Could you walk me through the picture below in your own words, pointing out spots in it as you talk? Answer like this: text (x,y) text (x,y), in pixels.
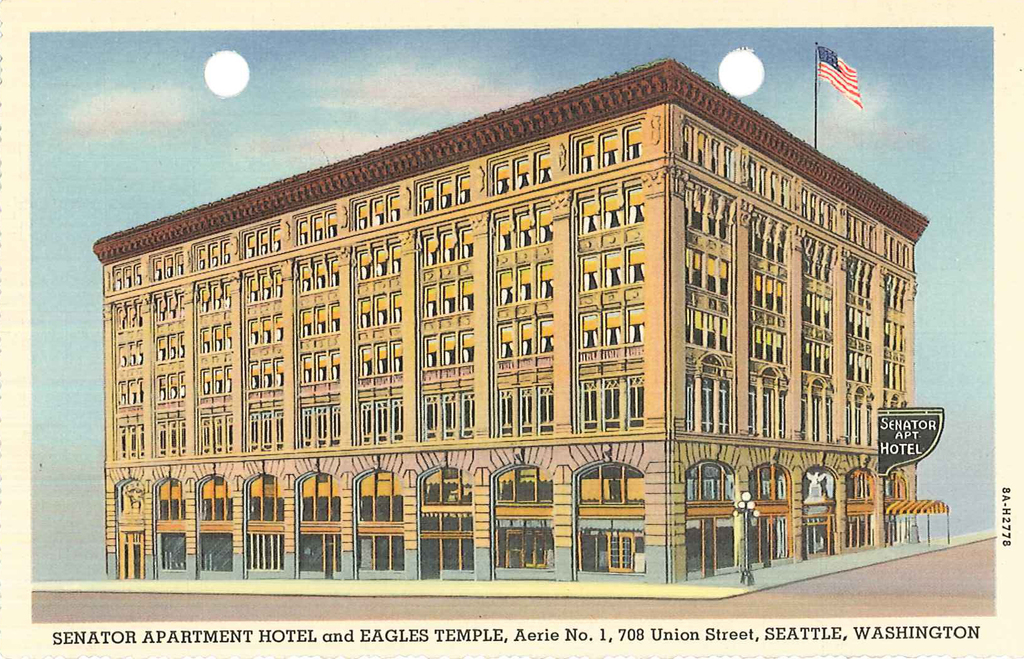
In this image there is a photograph (489,313), there is a building (452,358), there is the sky (371,89), there is a flag (837,86), there is a board (897,426), there is text (895,421) on the board (901,428), there is pole (749,576), there are lights (754,506), there is text (391,637) towards the bottom of the image (703,635), there is text (1005,512) towards the right of the image (1003,525), there is the road (289,610), there is the door (624,566), there are windows (432,346).
